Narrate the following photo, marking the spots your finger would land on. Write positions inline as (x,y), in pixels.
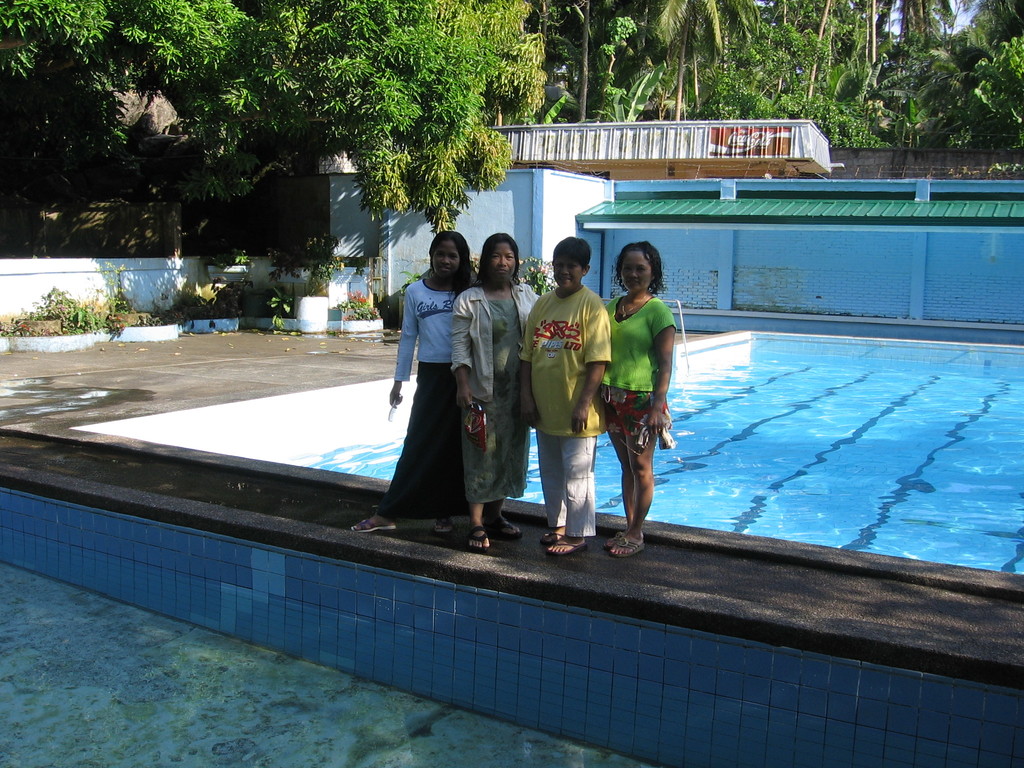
In this image there are four people (571,352) standing in front of a swimming pool (381,398) and posing for the camera, behind them there is a swimming pool (700,439) with water (603,450) in it, behind the swimming pool (529,443) there are trees (447,100).
